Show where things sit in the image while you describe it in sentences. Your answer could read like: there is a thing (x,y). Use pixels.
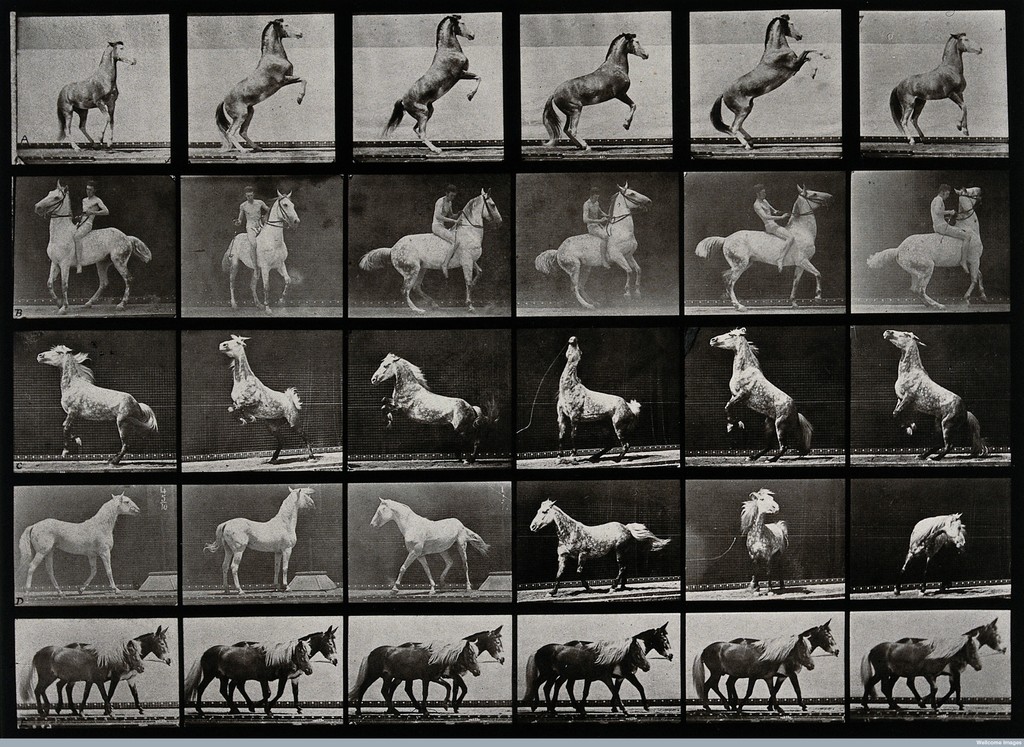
There is a collage image of different pictures. In these pictures, there are horses (112,117). In some pictures, there is a person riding horse (113,251).
